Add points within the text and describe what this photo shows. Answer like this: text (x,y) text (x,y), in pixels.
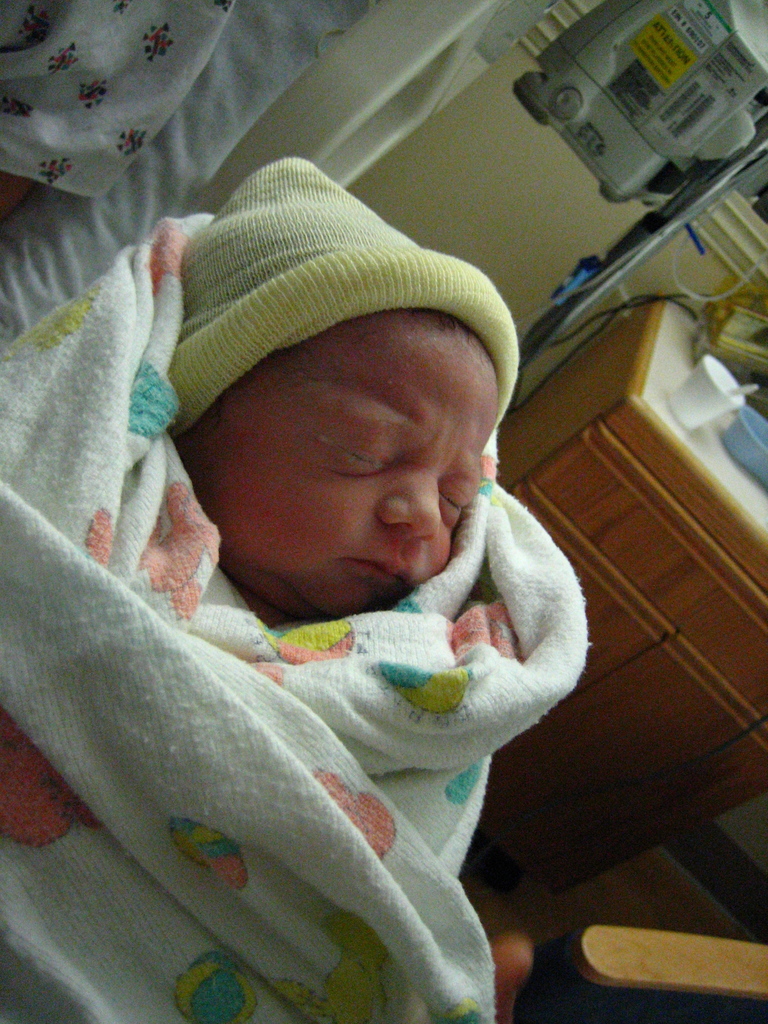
In this image I can see baby (385,540) is in the white color towel (290,765) and wearing yellow color cap (402,289). Back Side I can see cup (710,409), spoon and some objects (714,318) on the cupboard (670,582). We can see machine (615,102) and a wall (559,272).
